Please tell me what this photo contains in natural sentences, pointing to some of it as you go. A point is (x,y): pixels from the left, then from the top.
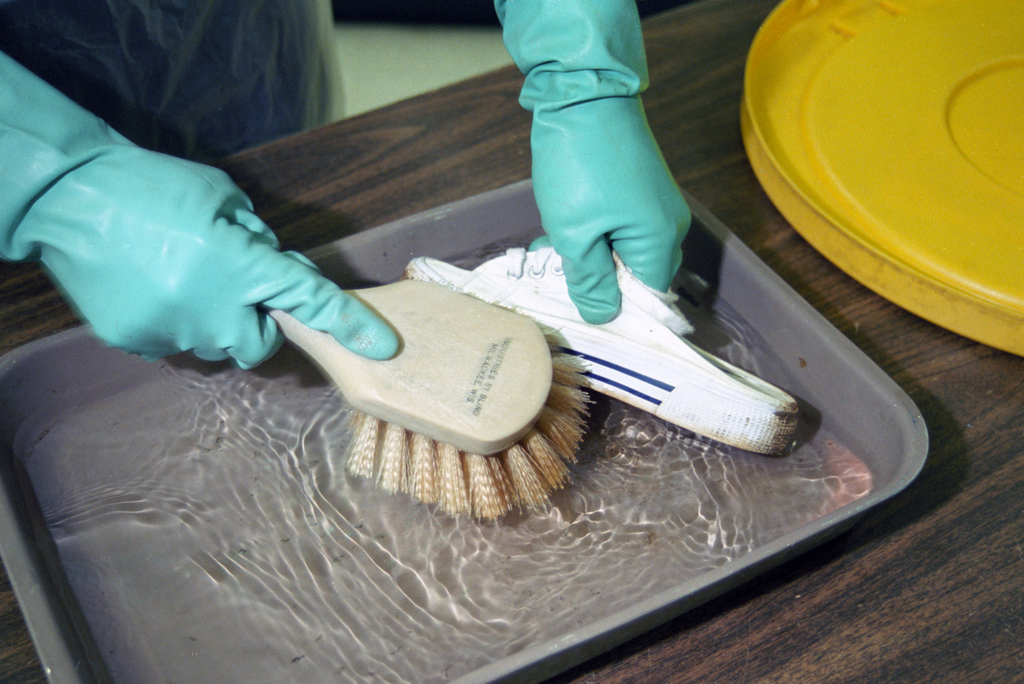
In this image I can see a person (155,136) wearing blue color gloves (575,230). He is holding something. I can see a water (400,550) in tray (863,409). I can see a yellow color object (899,175) on the table (946,488).
